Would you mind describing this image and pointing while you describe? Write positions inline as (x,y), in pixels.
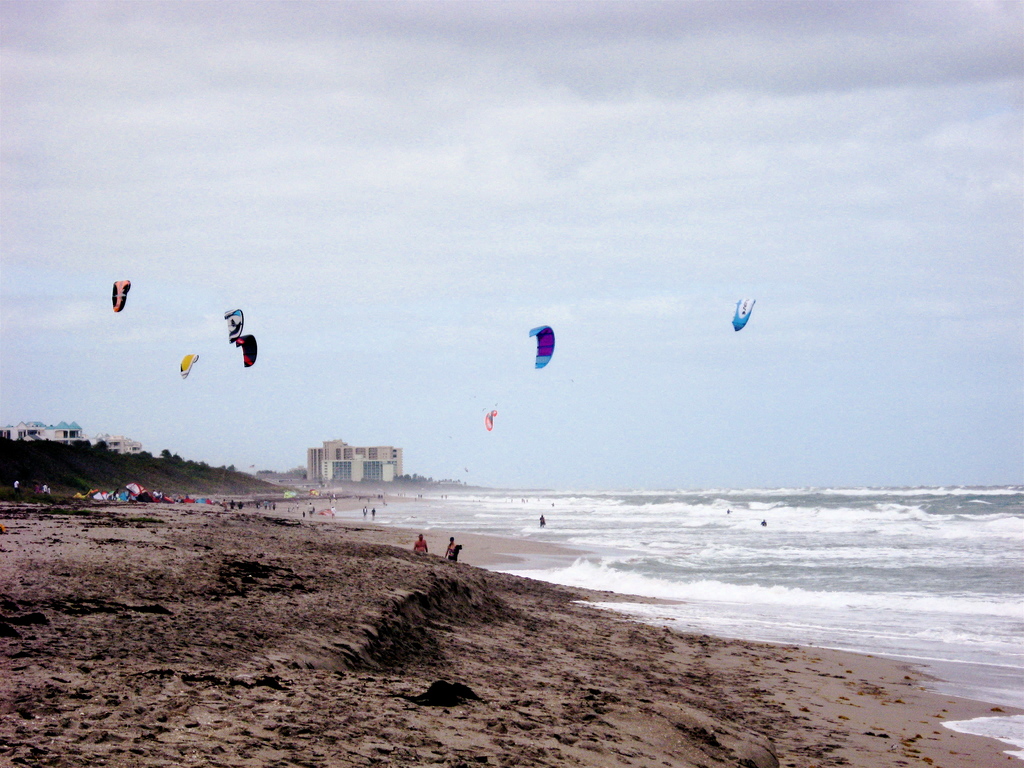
In this image I can see group of people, some are standing and some are walking. Background (651,392) I can see few multicolor parachutes (136,485), trees (181,471) in green color, few buildings (314,462), water (713,550) and the sky (398,313) is in white color.
